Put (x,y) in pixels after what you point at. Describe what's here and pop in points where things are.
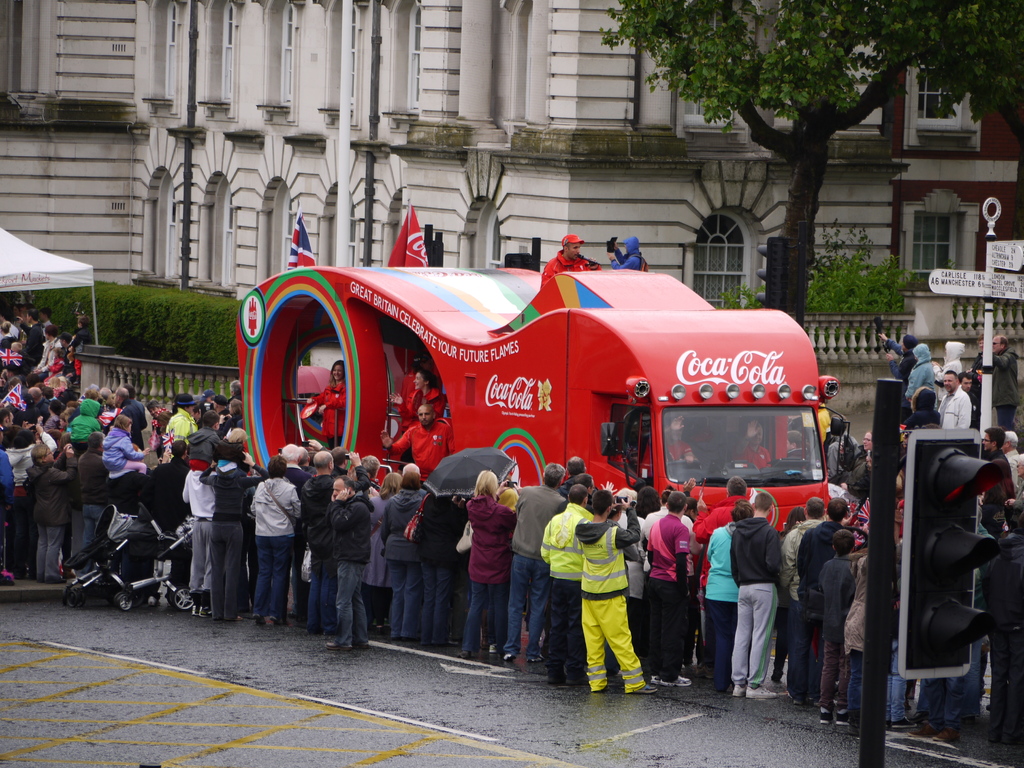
In this image there is a red vehicle (699,327) on the road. There are many people (850,481) standing around the vehicle (727,332). In the background (294,153) there is building (643,102), trees (726,112), plants (161,333), boundary (925,338). In the foreground (177,610) there is a path (443,702). In the right (936,500) there is a traffic signal (931,577).
